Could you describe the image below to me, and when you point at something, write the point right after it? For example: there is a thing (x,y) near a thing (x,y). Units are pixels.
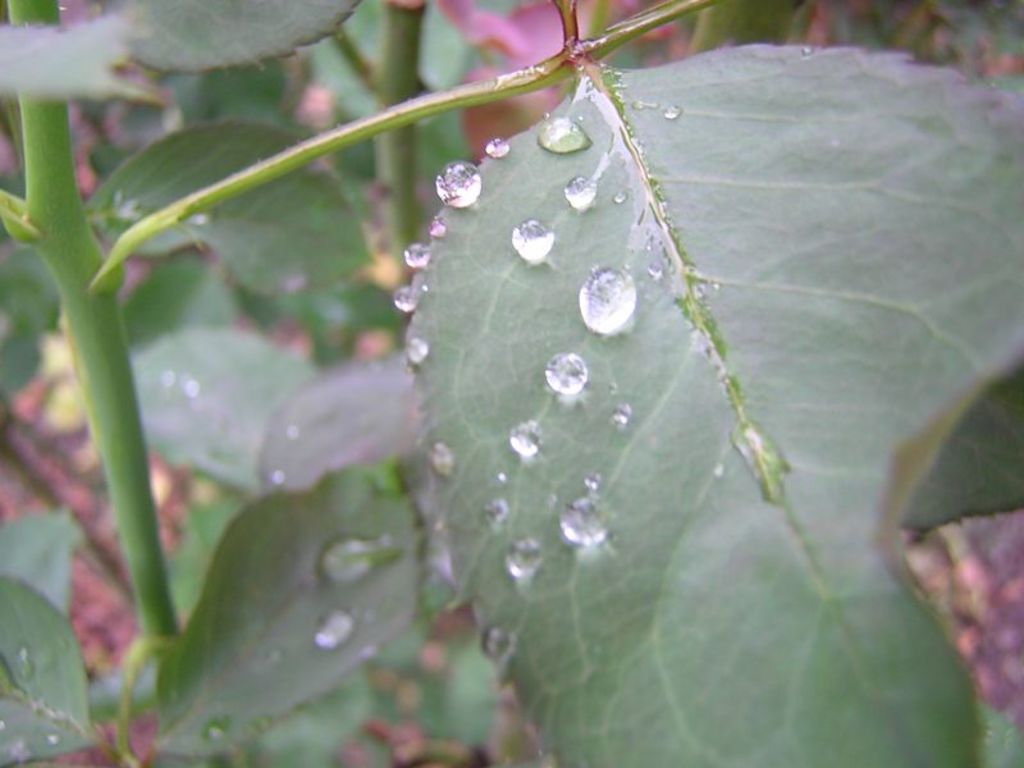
This looks like a branch (95,299) with leaves (466,272). I can see the water drops (597,315) on the leaves (590,416).
